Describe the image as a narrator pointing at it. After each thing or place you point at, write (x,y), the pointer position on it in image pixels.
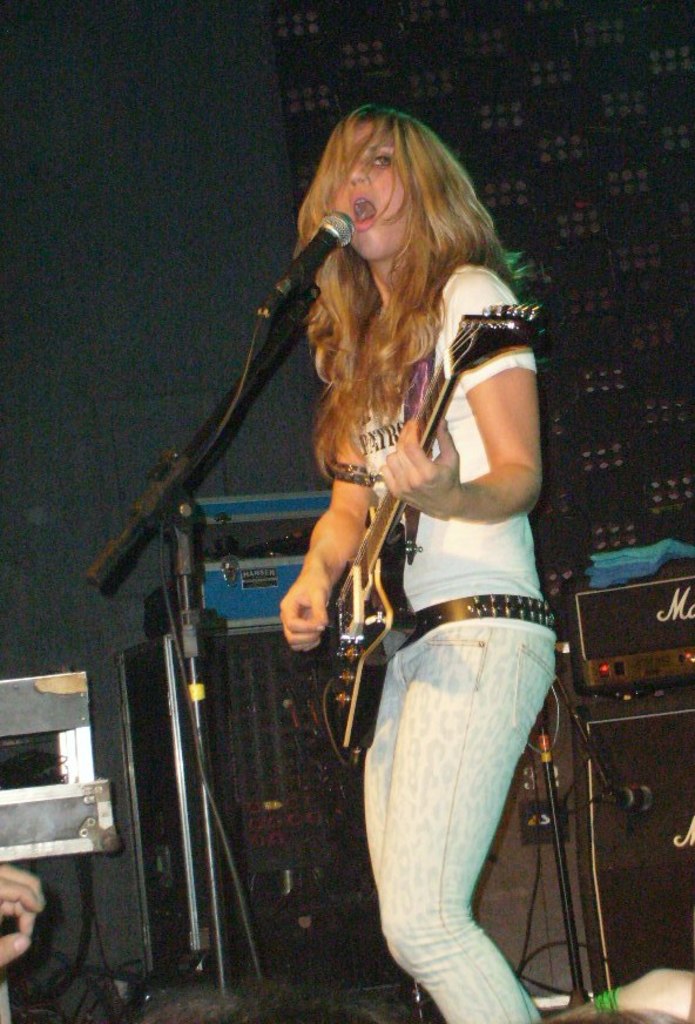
In this image we have a woman (514,589) who is playing a guitar (386,660) and singing a song in front of the microphone (345,235). Behind the girl (499,450) we can see a music system (643,668).
